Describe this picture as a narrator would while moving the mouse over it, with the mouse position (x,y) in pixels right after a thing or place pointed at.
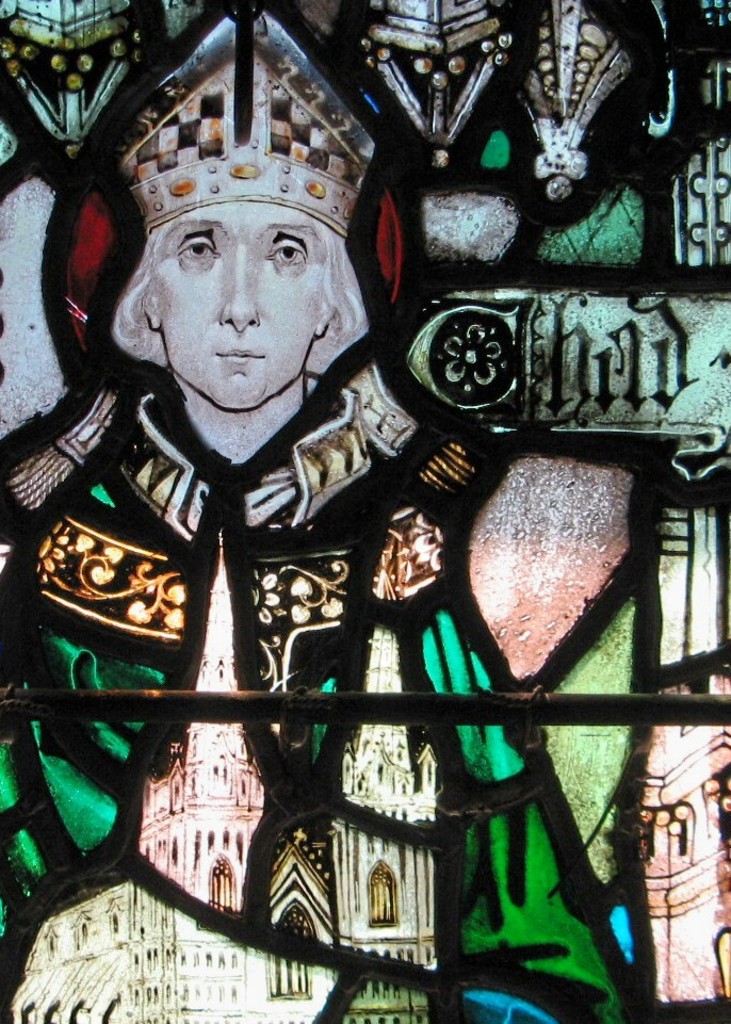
In this image there is a painting (336,522) of a person (292,663), buildings (349,768) and few other things (590,375).
